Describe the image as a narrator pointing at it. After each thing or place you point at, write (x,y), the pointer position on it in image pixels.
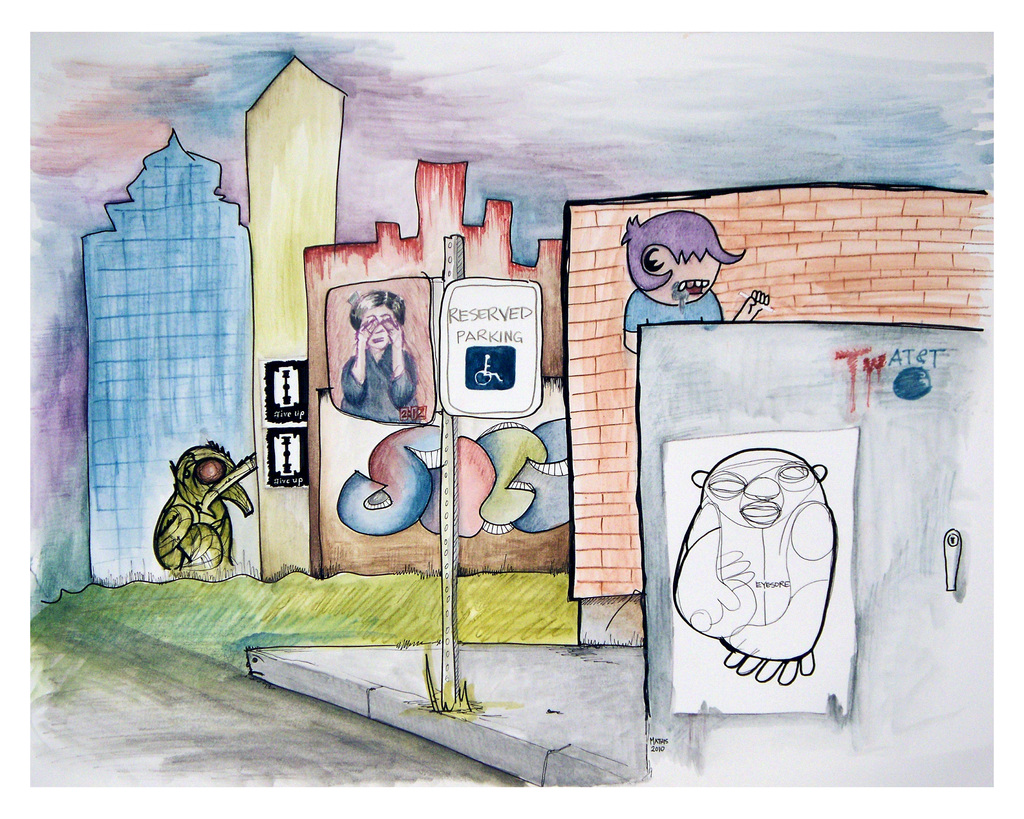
This is a picture of a painting (515,89). In this picture we can see a board (485,388), people (399,339), walls (972,282). On the right side (748,712) we can see the drawing sketch (778,474) and there is something written.
